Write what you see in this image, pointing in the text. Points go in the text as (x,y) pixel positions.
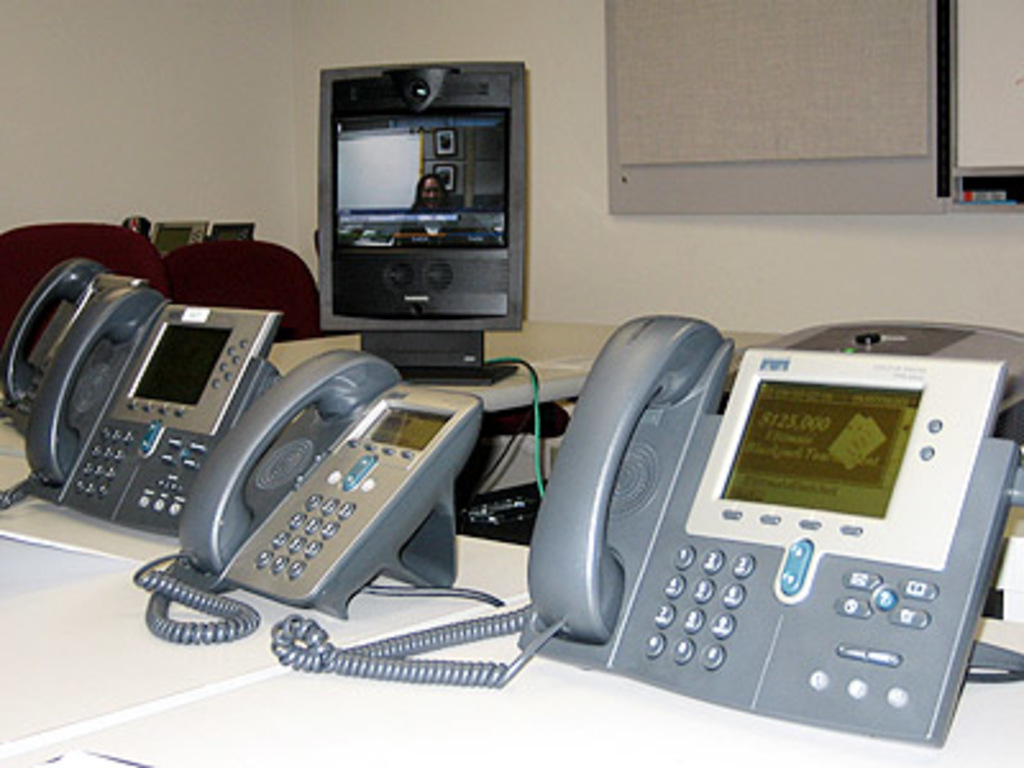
Here in this picture we can see number of telephones (358,456) present on a table (143,558) and we can also see a monitor (366,271) present and in that we can see woman's picture (419,195) visible and we can also see chairs (211,264) present and we can see a board (611,29) present on the wall (617,219).
